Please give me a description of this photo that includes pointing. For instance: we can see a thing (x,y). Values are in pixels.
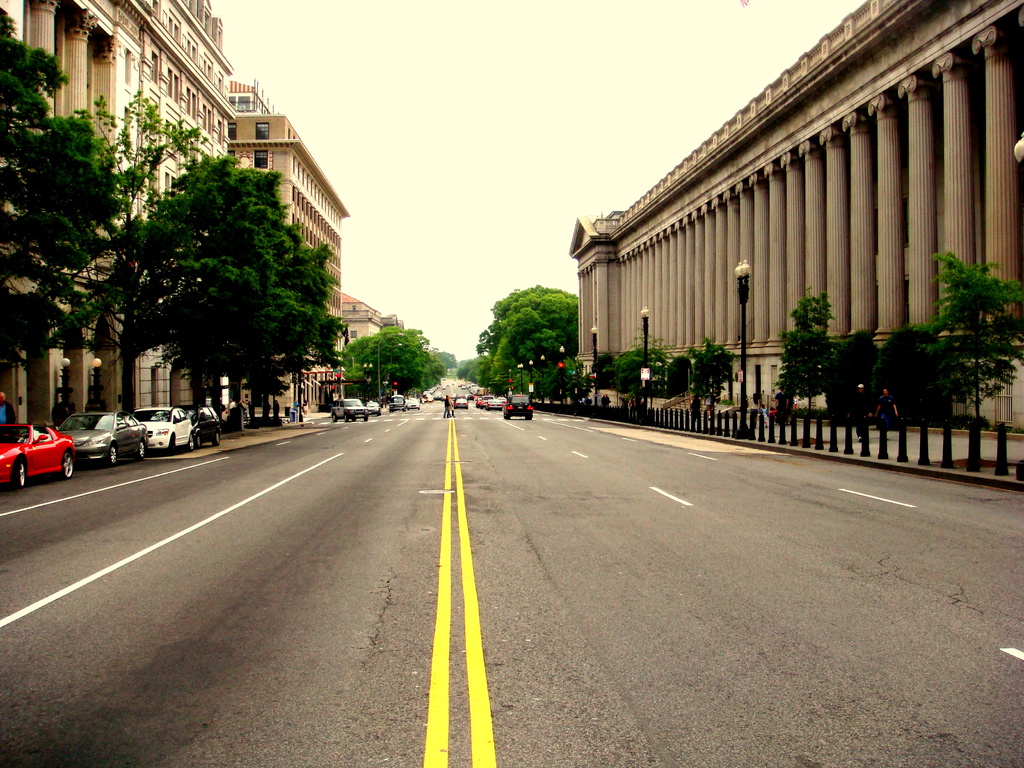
In the center of the image (421,400), we can see vehicles (471,397) and people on the road (657,584) and in the background (266,230), trees (75,195), buildings (669,350), divider cones (944,434), lights (541,357) and poles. At the top (437,116), there is sky (479,117).
